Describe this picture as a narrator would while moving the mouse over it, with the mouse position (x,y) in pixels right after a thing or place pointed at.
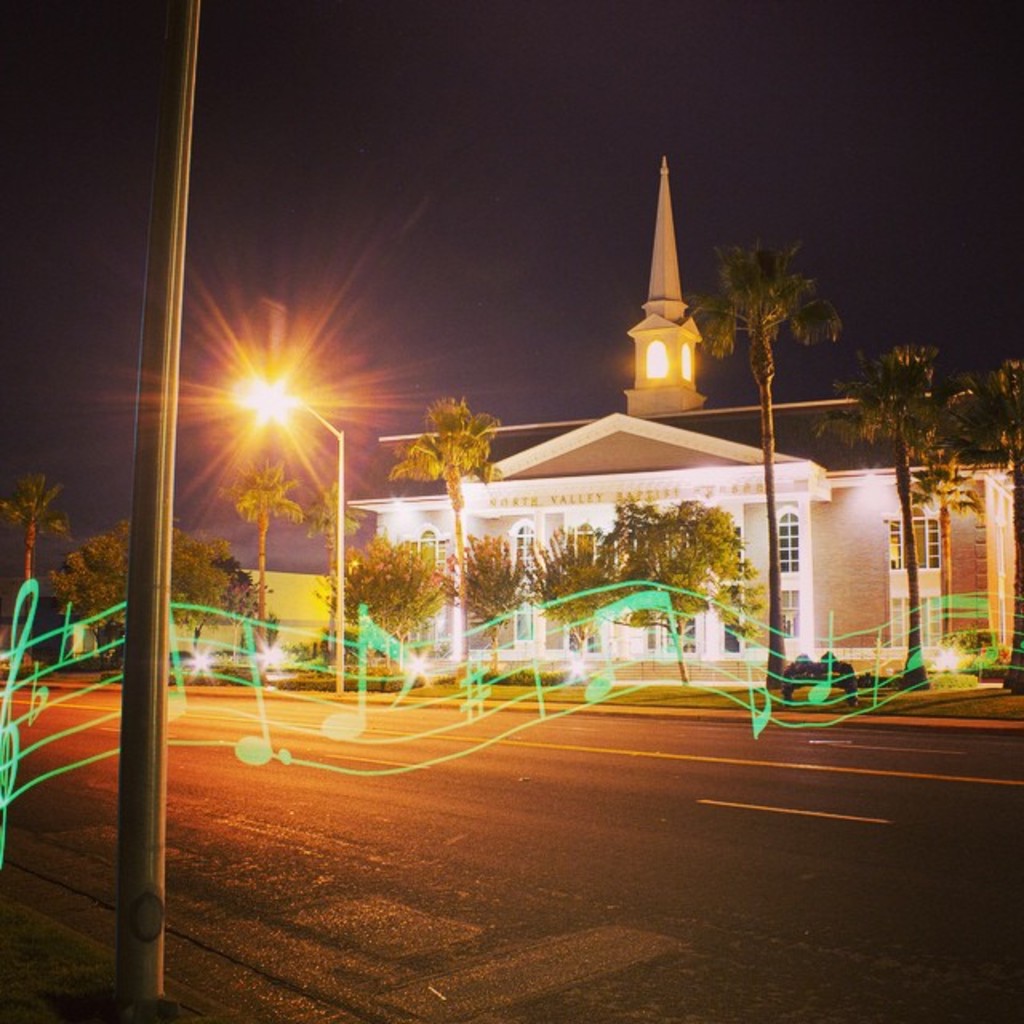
On the left side (161,902), there is a pole (135,694) on the road (168,899). On the right side (886,785), there is a road (585,763) on which, there are lines (793,812). In the background (697,530), there are trees (726,556), light (273,396) attached to the pole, lights (209,660) arranged, buildings (744,496) and there is sky (415,257).
